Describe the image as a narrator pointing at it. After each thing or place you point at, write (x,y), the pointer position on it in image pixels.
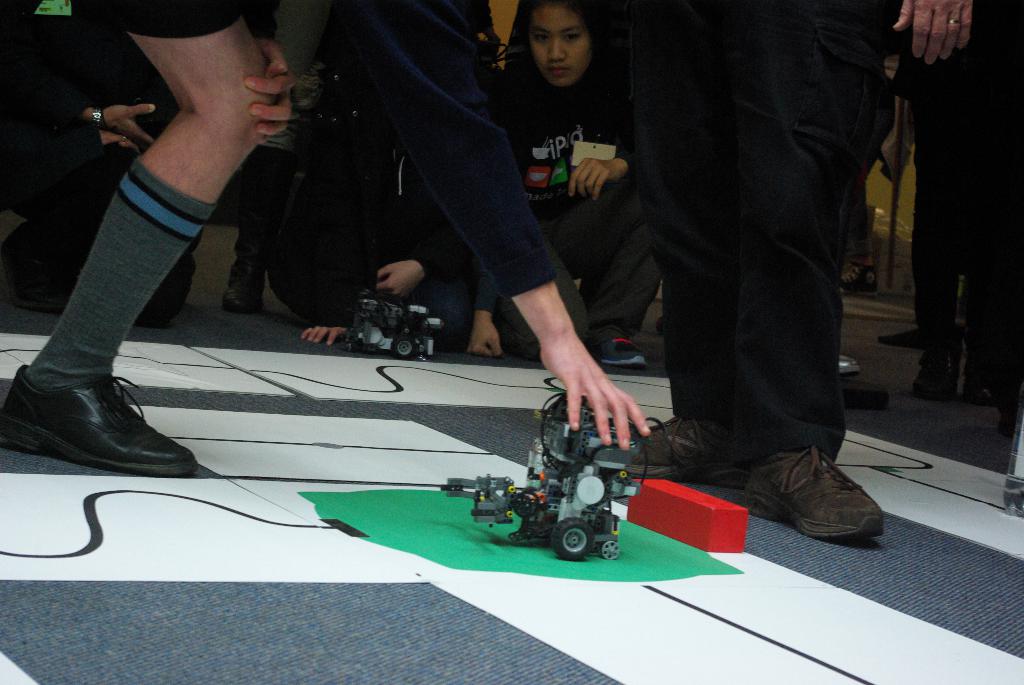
In this image I can see in the middle (618,398), there is an electronic vehicle (581,522) and a person (568,365) is holding it. At the top (540,30) there is a person (623,144) crouching and looking at this vehicle (588,436).
